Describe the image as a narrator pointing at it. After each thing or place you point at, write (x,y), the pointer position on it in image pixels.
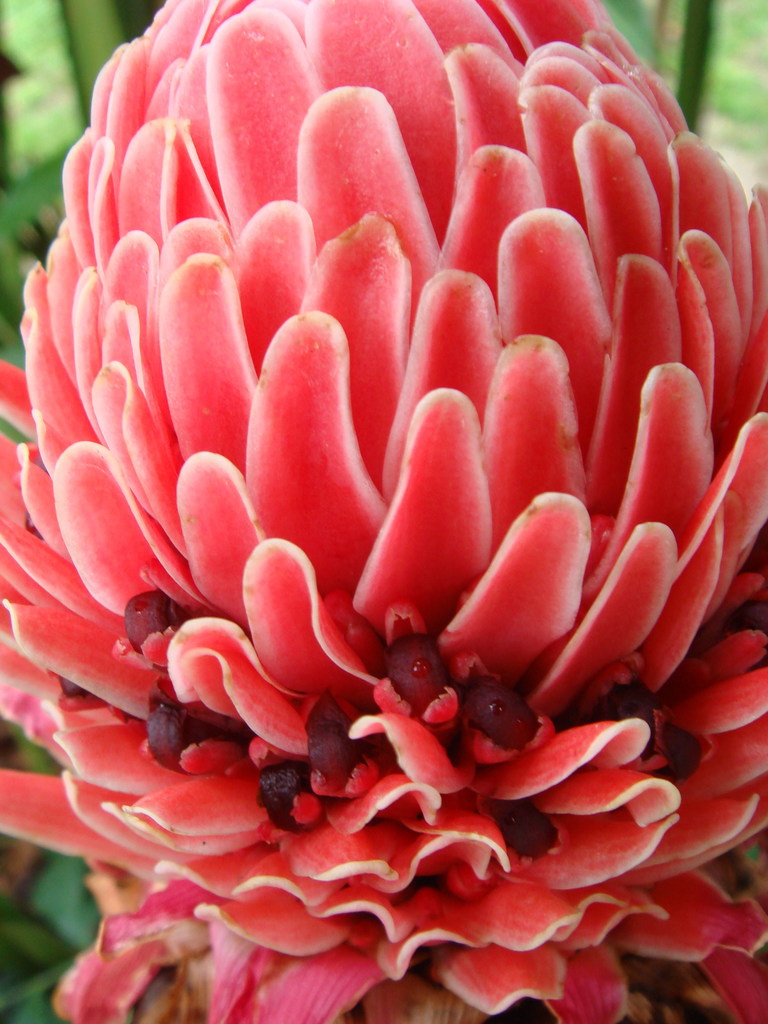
Here I can see a flower (433,157), its petals (370,563) are in red color. In the background (46,186) few leaves (32,169) are visible.
